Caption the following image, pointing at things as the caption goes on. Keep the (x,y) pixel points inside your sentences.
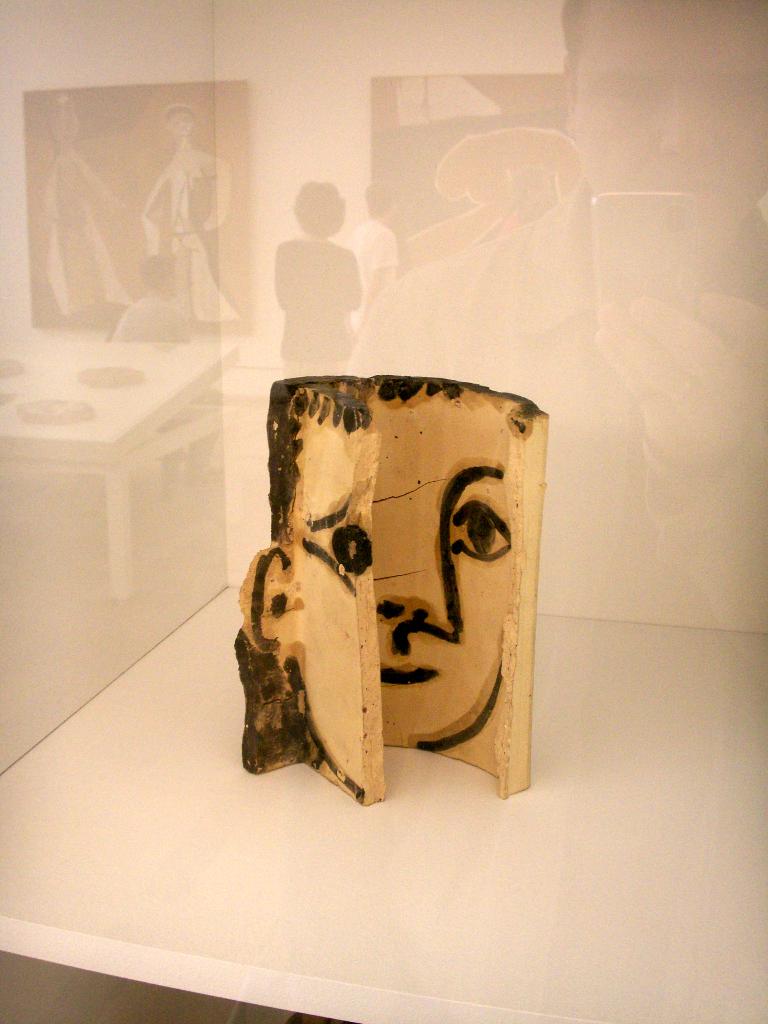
In the center of the image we can see one table (291,772). On the table (468,852), we can see one ceramic object (373,580), in which we can see one human face (344,600). In the background (311,290) there is a glass wall (298,247). On the glass wall (400,242), we can see the reflection (468,249) of a few people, one table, frame type objects (454,199) and a few other objects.
